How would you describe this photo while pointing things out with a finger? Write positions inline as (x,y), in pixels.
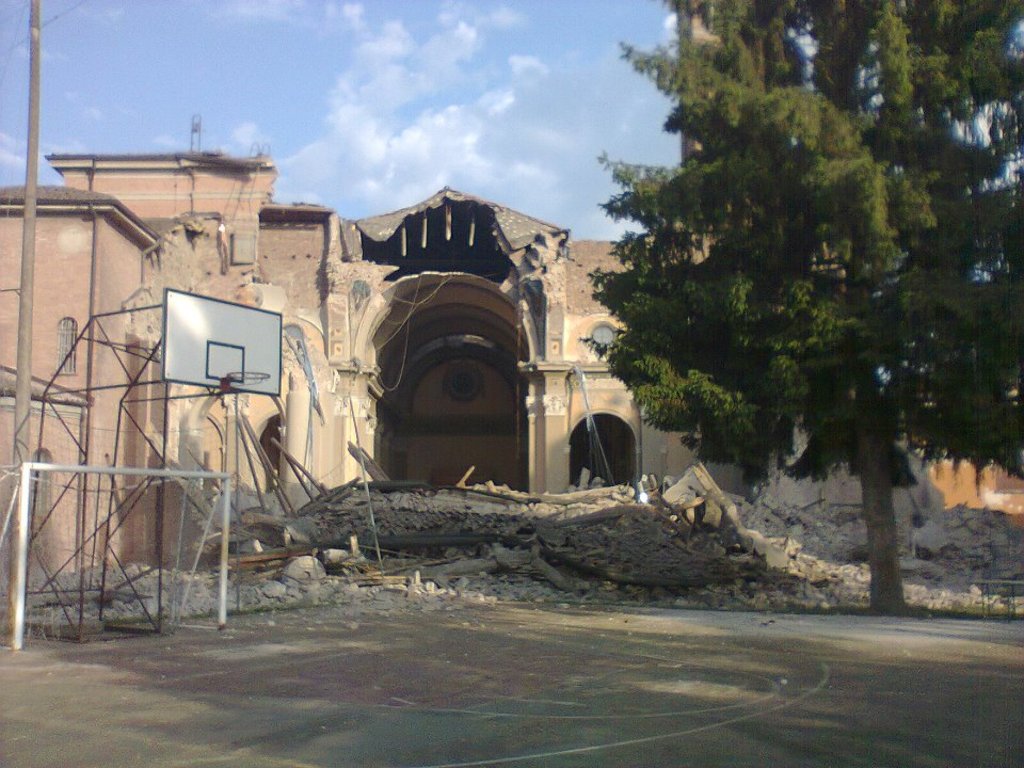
In this image we can see a building (311,379) in ruins (567,373), basketball court (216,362), trees (643,381), poles (18,457) and sky (216,103) with clouds (535,101) in the background (483,149).
